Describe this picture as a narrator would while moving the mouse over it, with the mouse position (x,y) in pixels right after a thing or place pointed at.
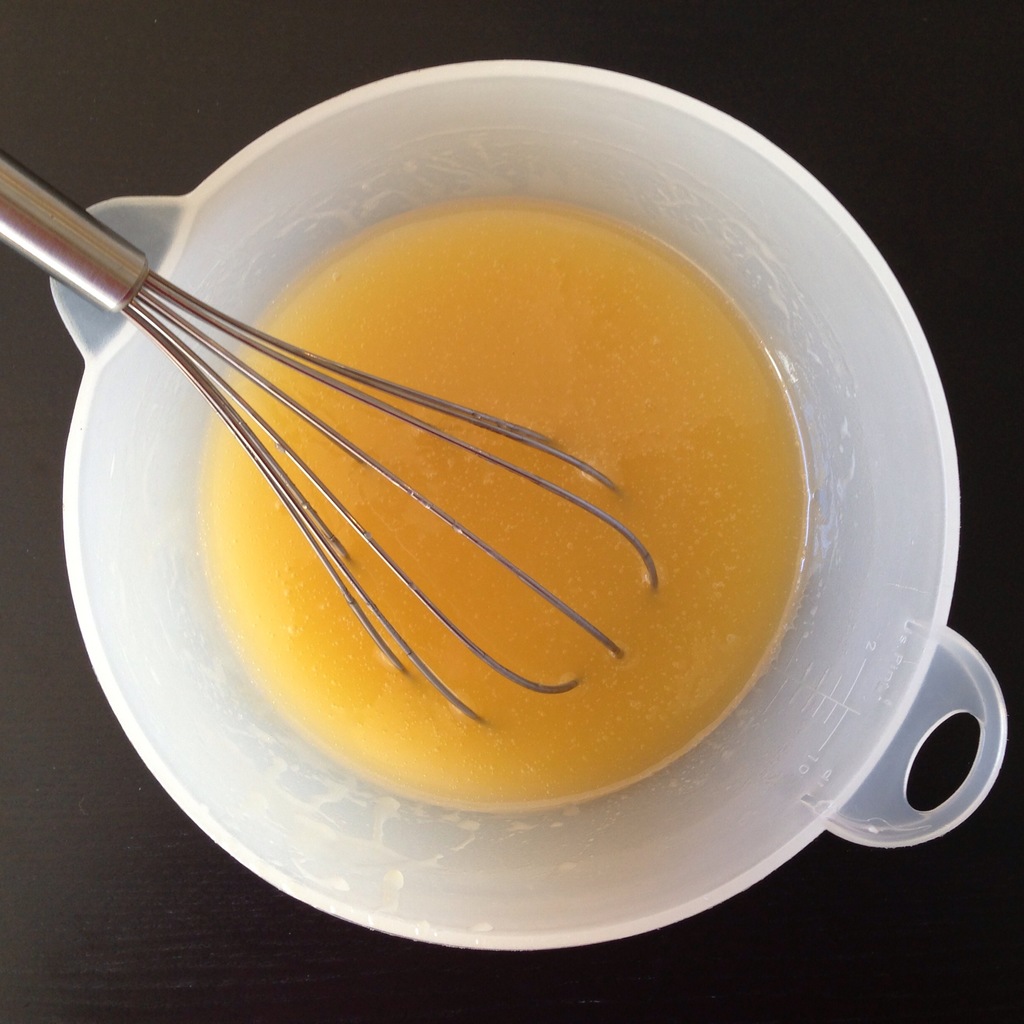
In this image I can see a bowl (474,828) in which a whisked egg (643,384) and a whisker (614,644) is there. This image is taken in a room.
